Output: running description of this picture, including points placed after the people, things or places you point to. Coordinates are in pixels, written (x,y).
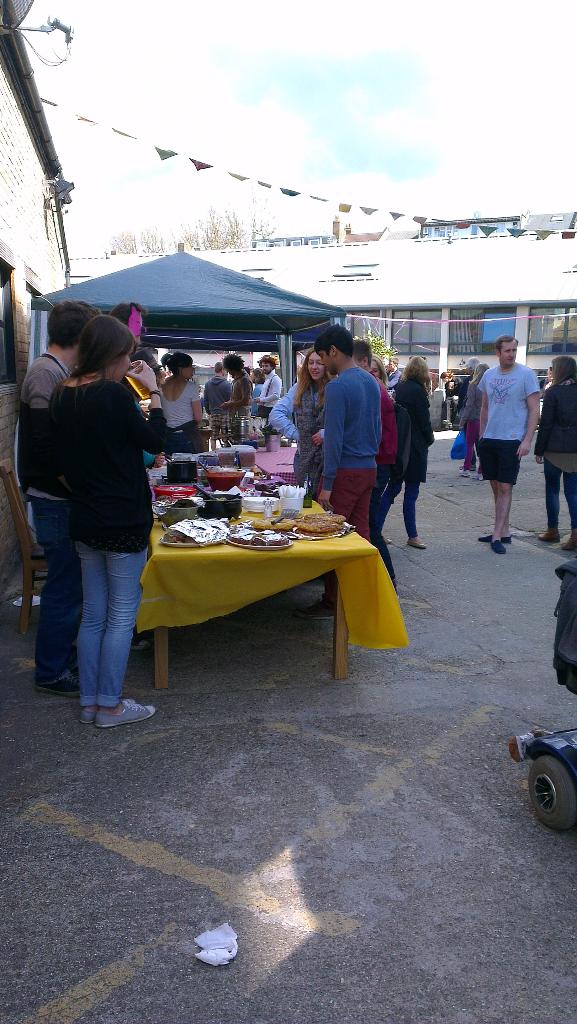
there are many people (304,472) standing near the stall (39,319) in front of the table (287,473) there are building (303,274), here we can see clear sky (332,147).
